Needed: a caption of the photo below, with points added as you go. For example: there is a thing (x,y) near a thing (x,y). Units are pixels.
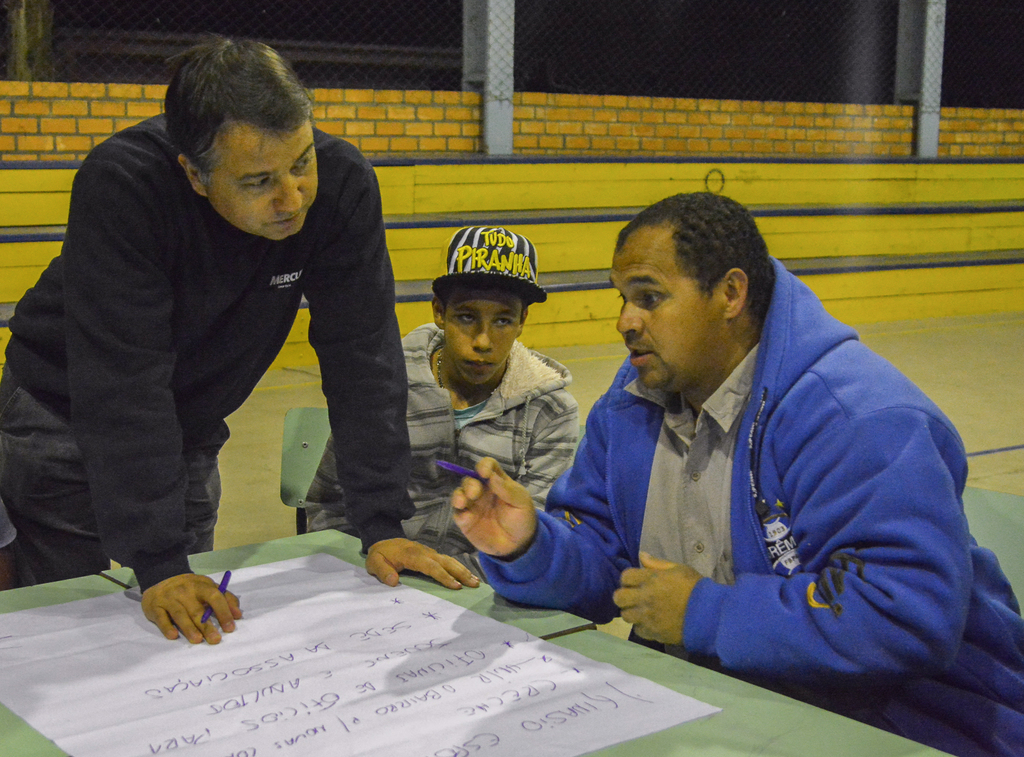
In this image there is a paper (228,640) on the table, a person (160,564) standing and holding a pen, two persons (528,515) sitting on the chairs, and in the background (511,50) there is wire fence (581,56).
